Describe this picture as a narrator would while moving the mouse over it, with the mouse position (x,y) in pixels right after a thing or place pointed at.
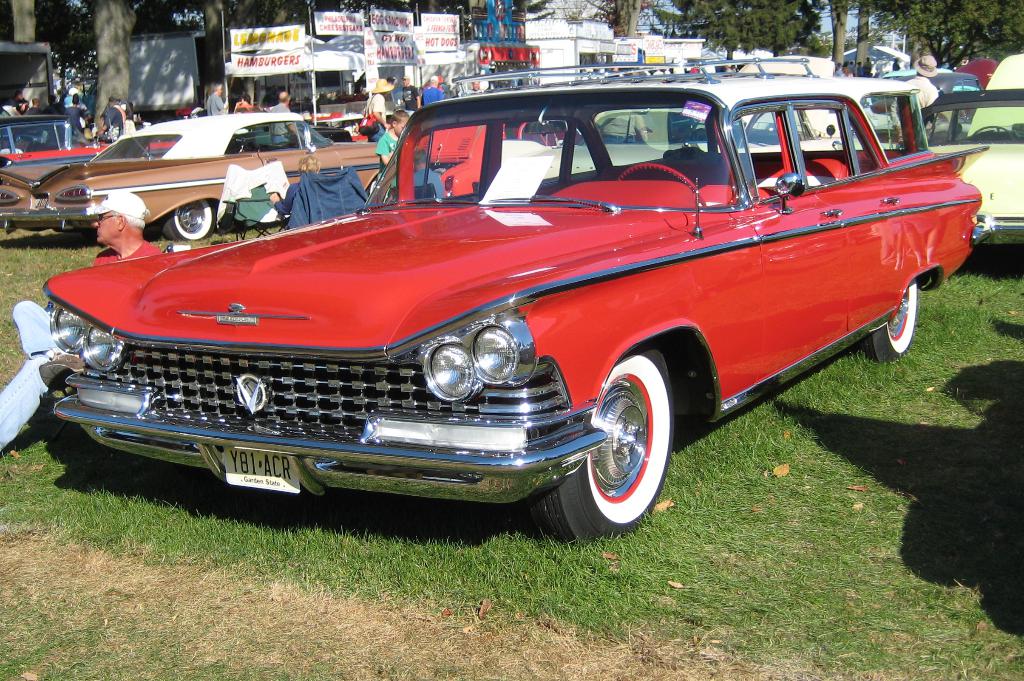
In this picture we can see there are some vehicles (484,330) parked on the grass (332,518) and some people (285,96) are standing on the grass (25,245) and some people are sitting on chairs (274,212). Behind the people (273,202) there are stalls (365,101), boards (274,49), banners (410,42), and trees (728,41) and sky (657,0).
